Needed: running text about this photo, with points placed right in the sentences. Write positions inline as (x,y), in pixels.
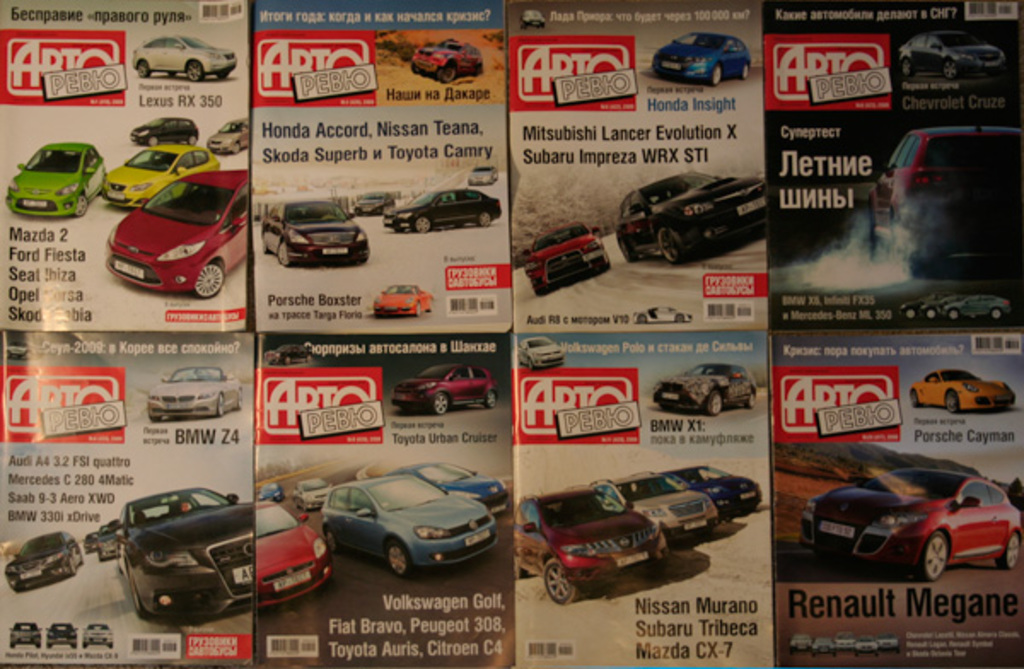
In this image there are posters (492,483) on which there are depictions (328,221) of cars (674,215) and there is text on the posters (536,520).
